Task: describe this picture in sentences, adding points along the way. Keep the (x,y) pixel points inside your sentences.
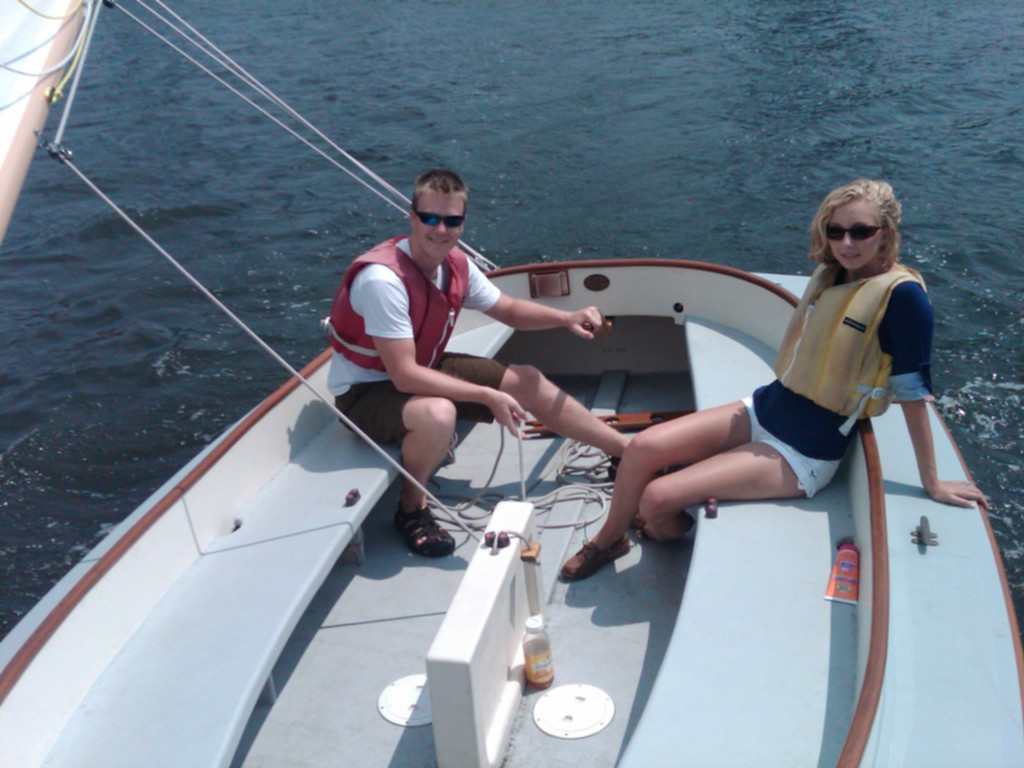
In the foreground of this picture (737,681), there is a couple (808,473) sitting on a boat (806,590). In the background (907,126), there is water (464,75).
